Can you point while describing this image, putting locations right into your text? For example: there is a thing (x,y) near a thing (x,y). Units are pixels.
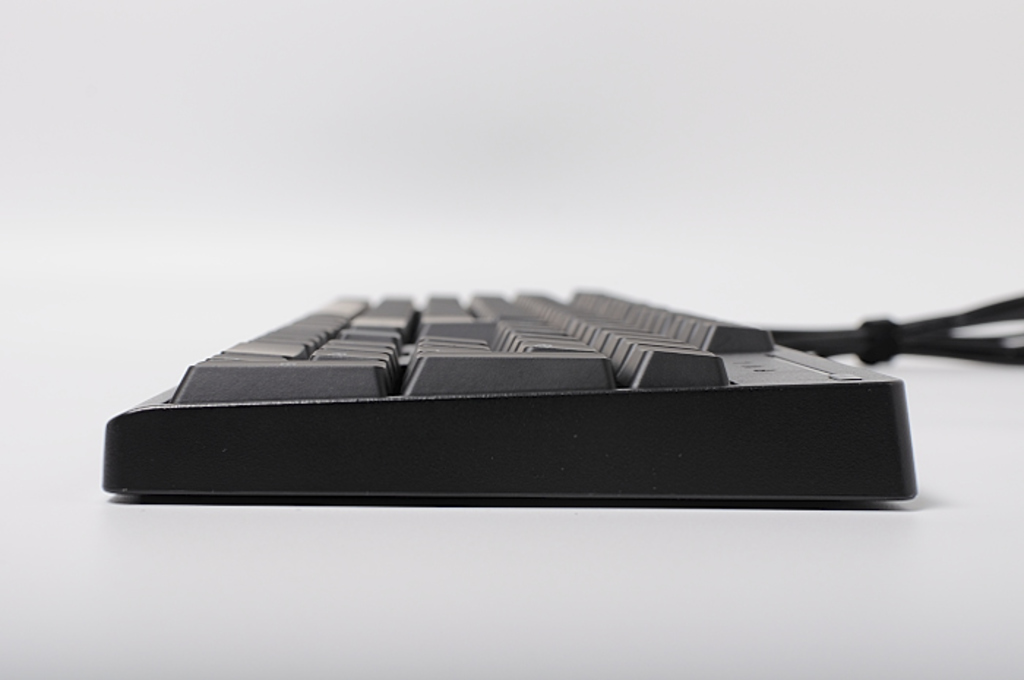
In this picture we can see a keyboard (759,438) on a white surface (598,603). The background (462,134) is blurred.
